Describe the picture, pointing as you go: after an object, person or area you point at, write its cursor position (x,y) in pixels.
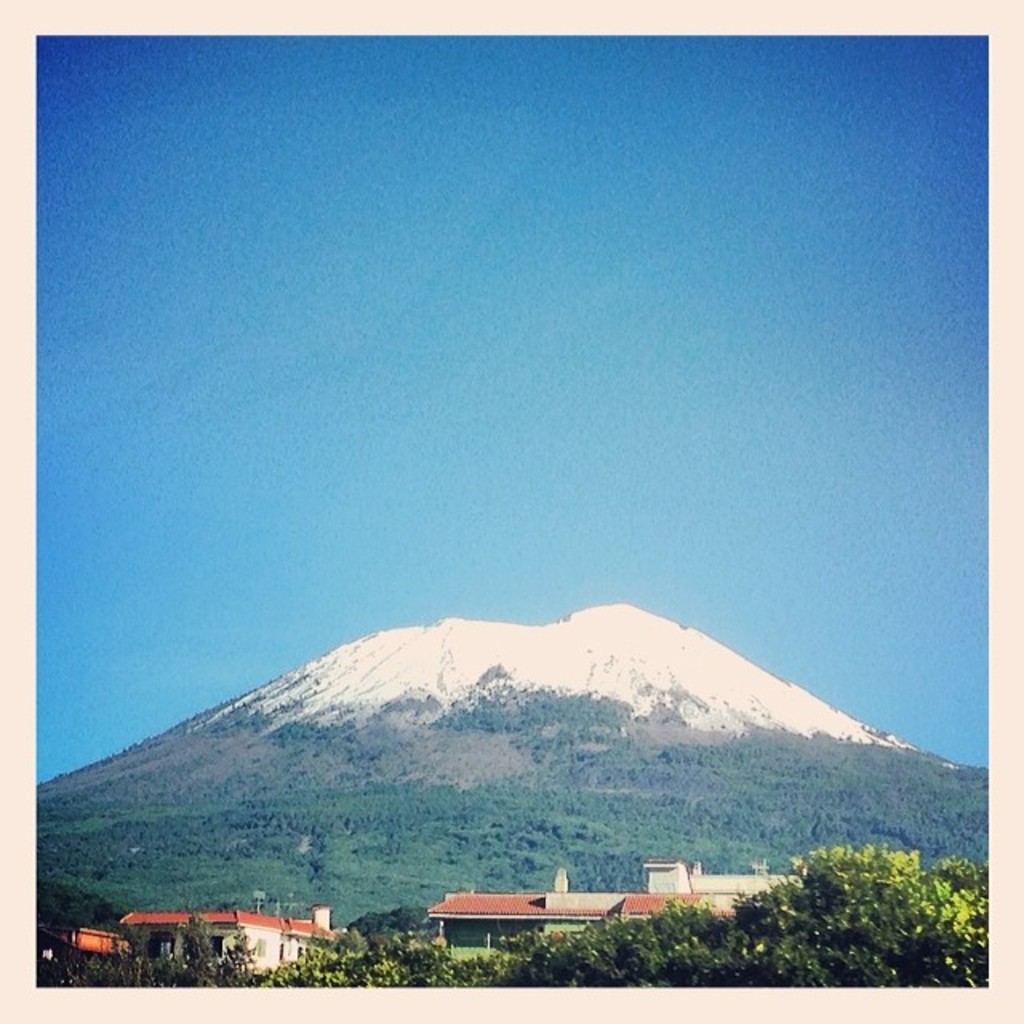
As we can see in the image there are buildings (651,899), trees (376,930) and hill (328,832). On the top (572,337) there is sky (541,337).
